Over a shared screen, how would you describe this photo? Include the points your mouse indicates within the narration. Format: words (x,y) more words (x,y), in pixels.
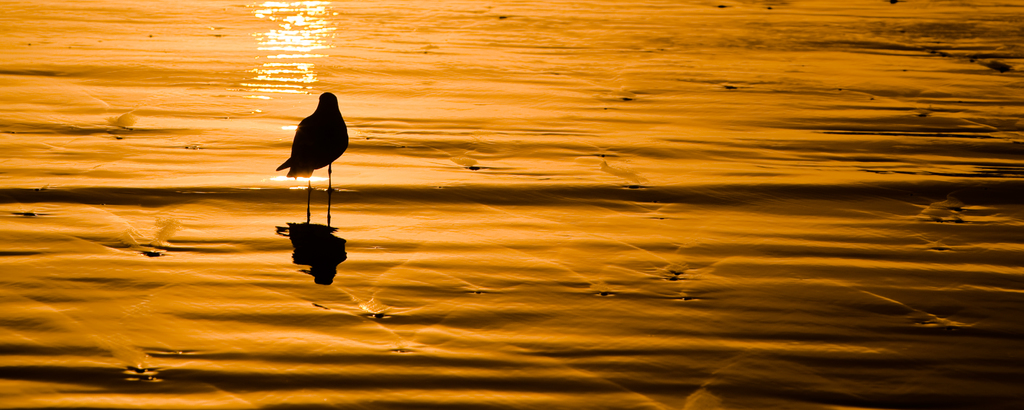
In this picture, we see a bird (294,149) in black color is in the water (143,175). This picture might be clicked at the time of sunset.
